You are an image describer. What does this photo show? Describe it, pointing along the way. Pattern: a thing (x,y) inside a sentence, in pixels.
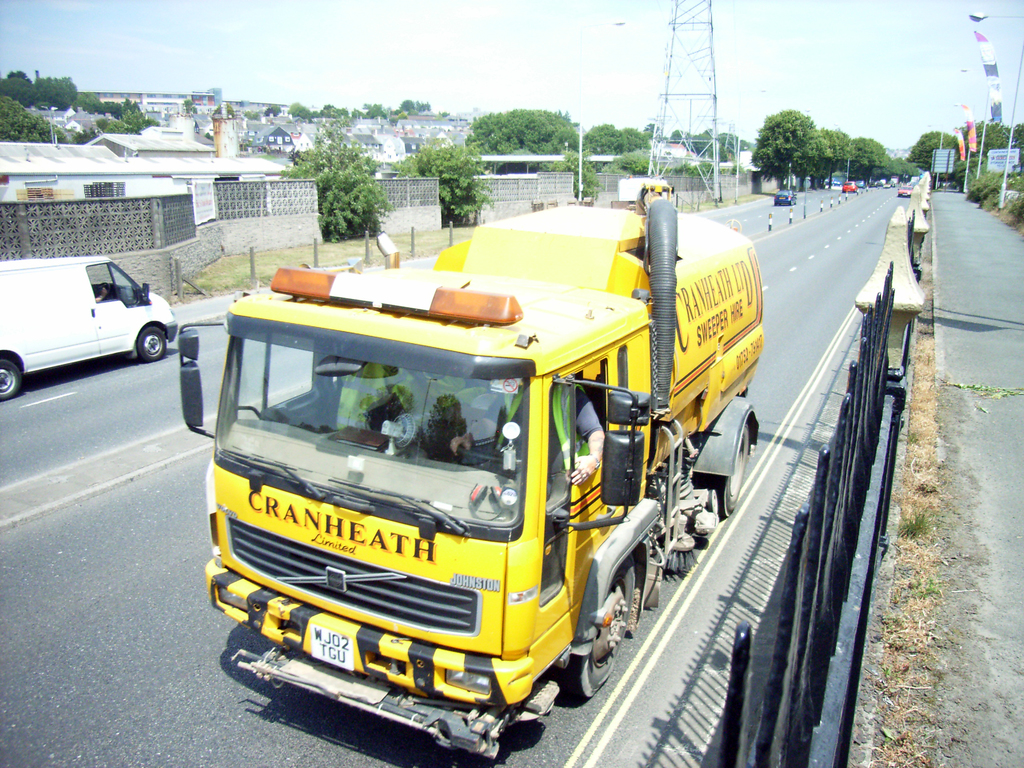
In this image at the center (535,343) there are vehicles (733,233) on the road (857,256). At the left side of the image (204,150) there are buildings (42,150), trees (553,134), tower (713,105), street lights (1020,80).
